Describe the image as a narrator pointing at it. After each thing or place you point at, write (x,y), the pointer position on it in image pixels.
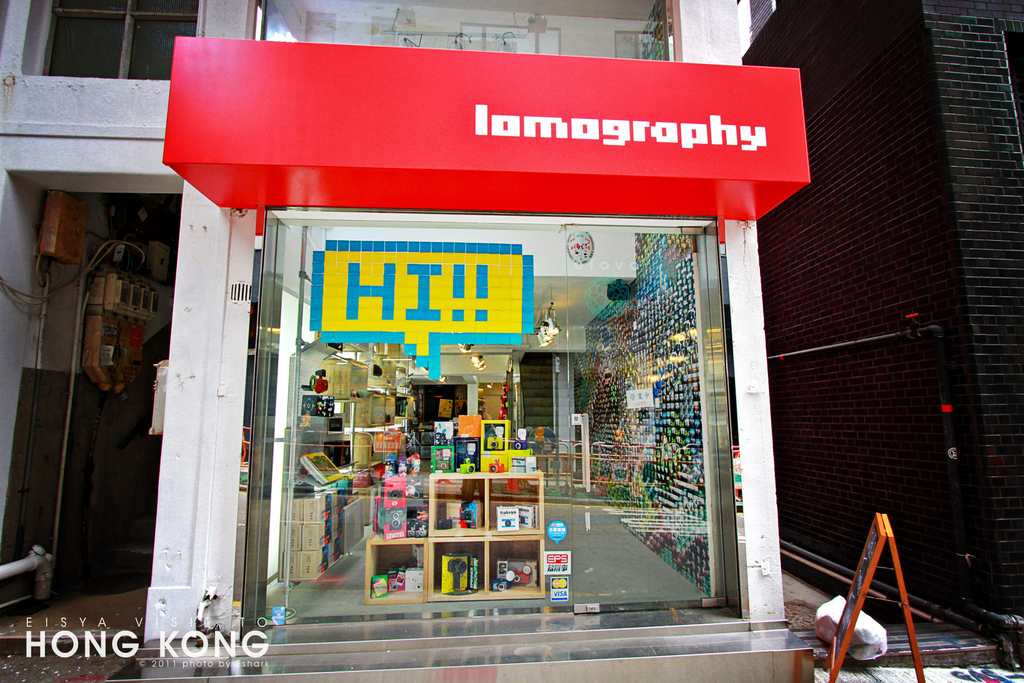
This is the picture of a building (636,290). In this image there are objects (513,574) in the cupboard (431,480) inside the building (518,624) and there are objects (326,530) on the table (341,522) behind the door (676,324). At the top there are lights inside the building (310,219). There is a poster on the mirror (536,528). On the right side of the image (840,580) there is a board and there are pipes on the wall (872,363). On the left side of the image (101,380) there are devices (128,343) and pipes (8,576), wires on the wall (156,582).
